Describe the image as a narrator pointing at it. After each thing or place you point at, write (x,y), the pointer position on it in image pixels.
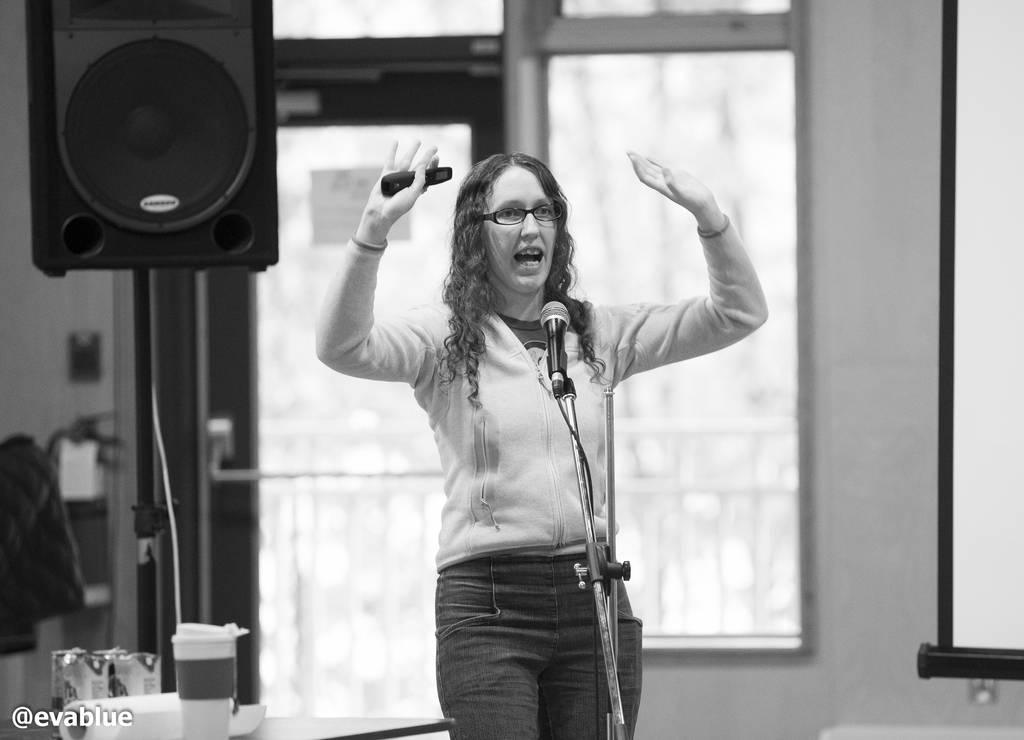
In the image in the center (416,319) we can see one woman (522,553) standing and she is holding some object (391,182). In front of her, there is a stand (608,658) and microphone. On the left side (231,240), there is a table (298,722), glass (195,707), box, stand (148,648), watermark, speaker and few other objects (176,543). In the background (344,75) there is a wallboard (973,290), backpack (22,508) and few other objects (636,209).
